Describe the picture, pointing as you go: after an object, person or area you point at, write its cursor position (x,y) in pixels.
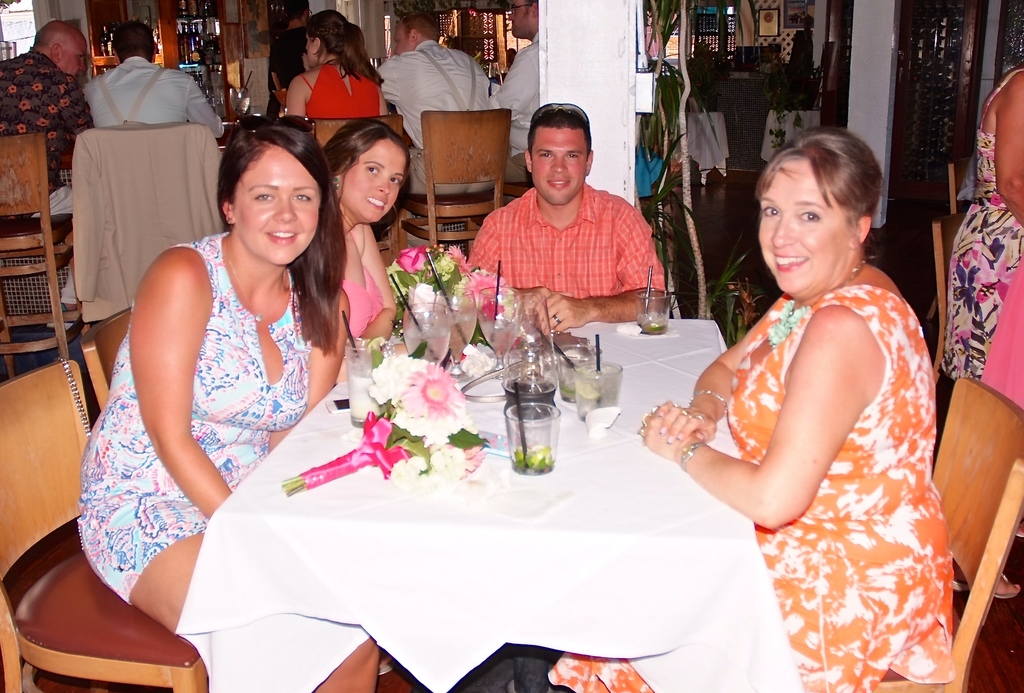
In this picture I can see there are a few people (131,568) sitting on the chairs (102,588), among them I can see there are three women (100,572) and a man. They have a table (352,443) in front of them, with few flower bouquets (424,376), few wine glasses (487,339) placed on the table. In the backdrop (408,111), I can see there are few other people (421,93) sitting and there is a woman (1009,83) standing at the right side (1008,153). There is a plant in the backdrop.
